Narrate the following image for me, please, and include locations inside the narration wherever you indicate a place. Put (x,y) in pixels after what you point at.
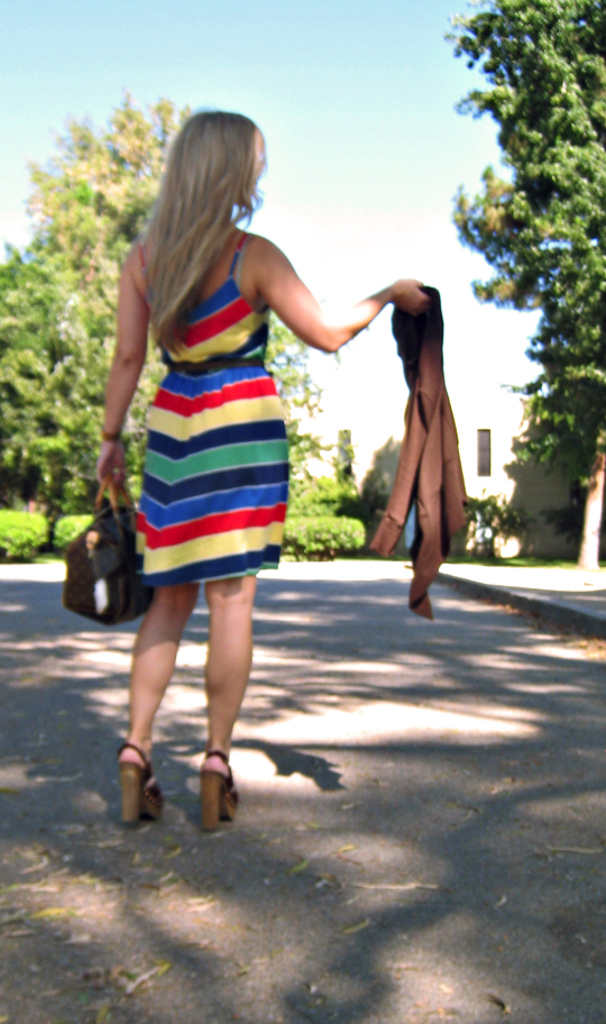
In this picture we can see a woman (165,627), she is holding a bag (111,617) and a jacket (416,369) in her hand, in the background (522,485) we can see a house (462,435) and few trees (87,217).
